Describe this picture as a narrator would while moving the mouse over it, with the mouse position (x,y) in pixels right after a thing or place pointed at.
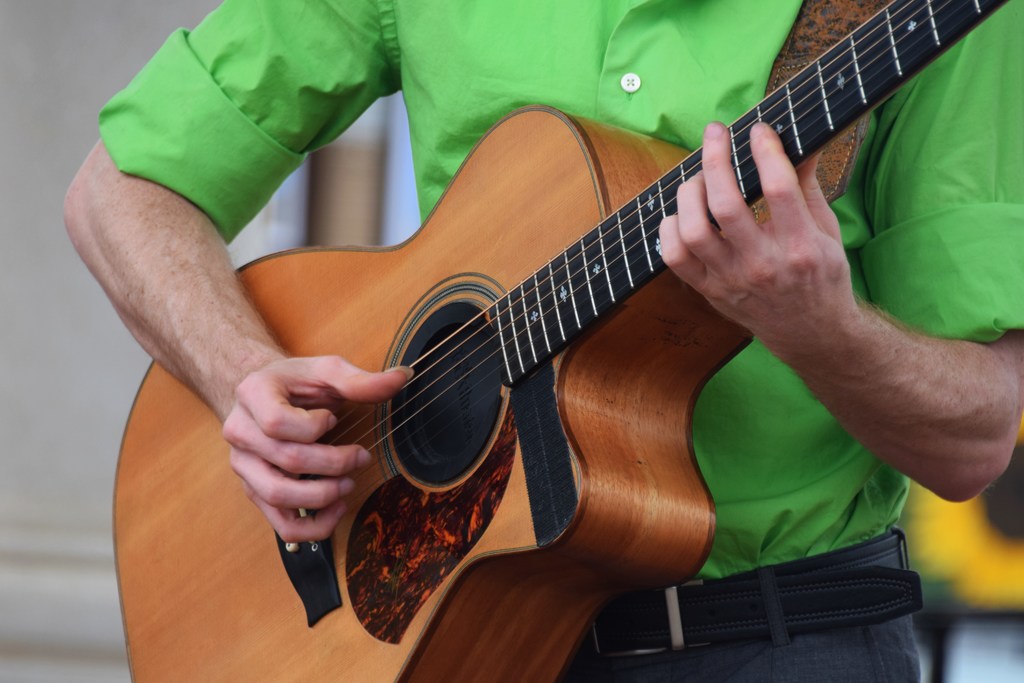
In the image we can see there is a person (955,100) who is standing and holding guitar (419,332) in his hand (301,365).
